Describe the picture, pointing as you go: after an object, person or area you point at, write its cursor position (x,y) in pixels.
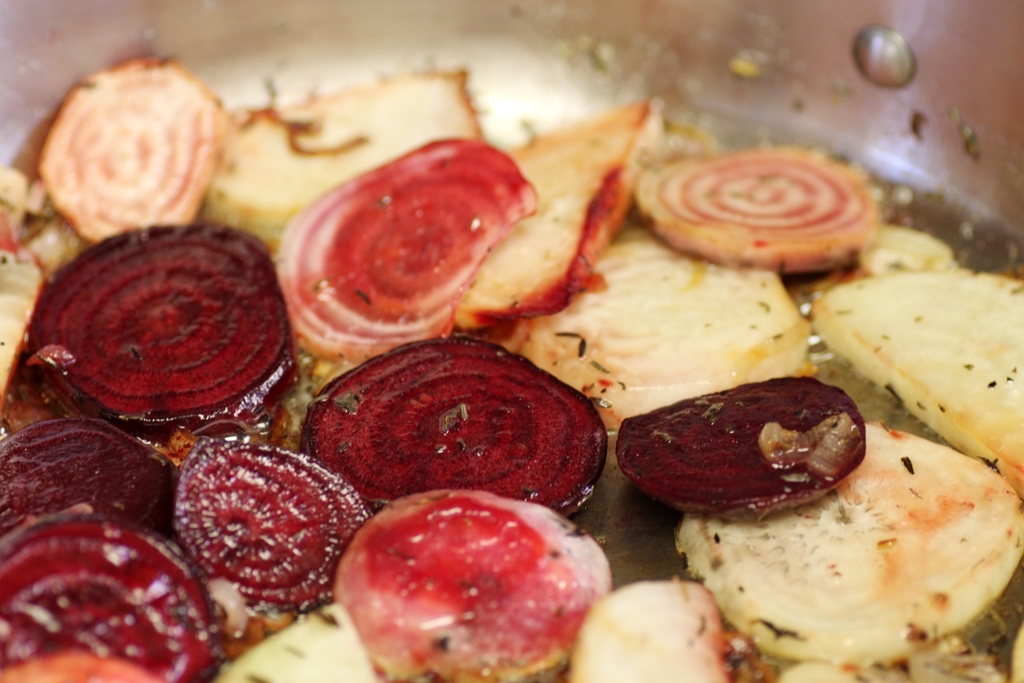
In this picture I can observe some food (563,517). The food (523,628) is in cream, red and maroon colors.
